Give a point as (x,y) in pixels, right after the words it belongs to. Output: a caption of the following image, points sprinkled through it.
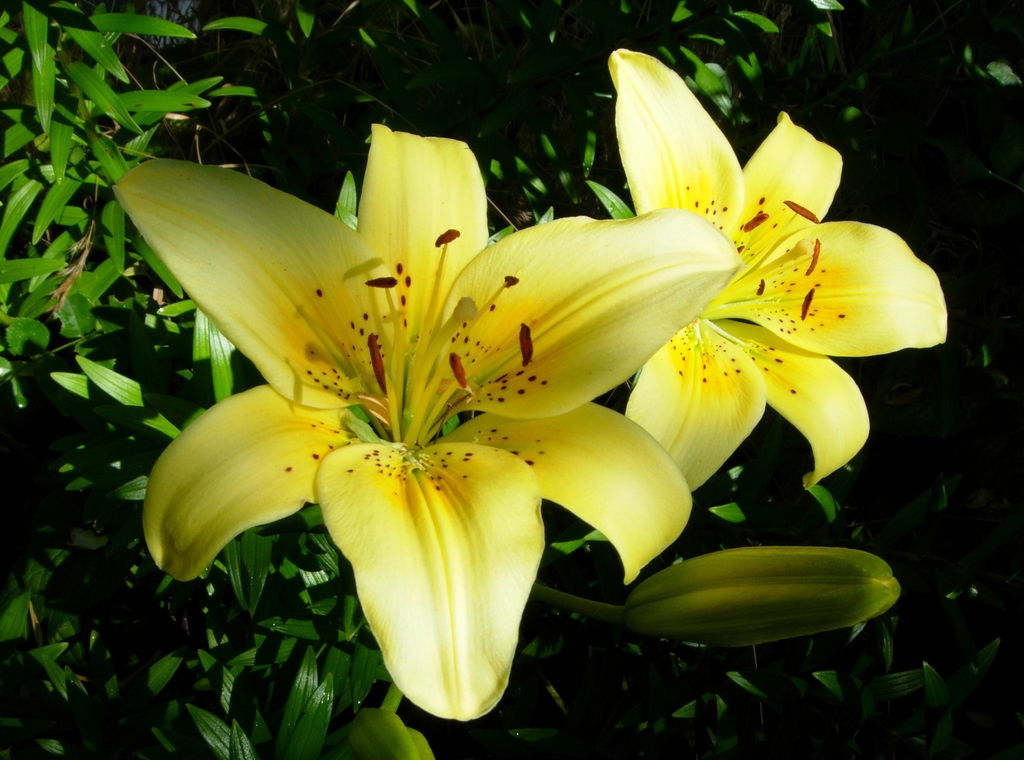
In the middle of the image (629,498) we can see two flowers (621,94). Behind the flowers (192,431) there are some plants (26,42).
